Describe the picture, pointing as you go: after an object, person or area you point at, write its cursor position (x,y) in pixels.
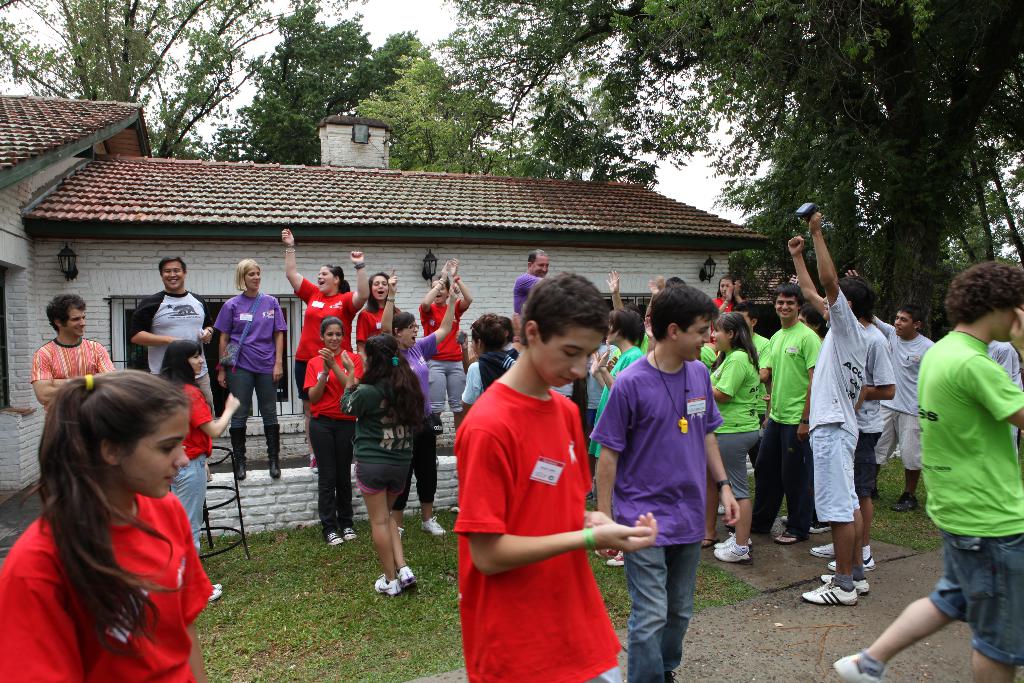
In the picture we can see boys (477,597) and girls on the ground surface (842,613) in T-shirts (803,362) and behind them also we can see some people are standing and raising their hands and behind them, we can see a house (43,294) with window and into the wall (12,222) we can see some lamps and behind it we can see some trees (439,113) and a part of the sky (330,10).
